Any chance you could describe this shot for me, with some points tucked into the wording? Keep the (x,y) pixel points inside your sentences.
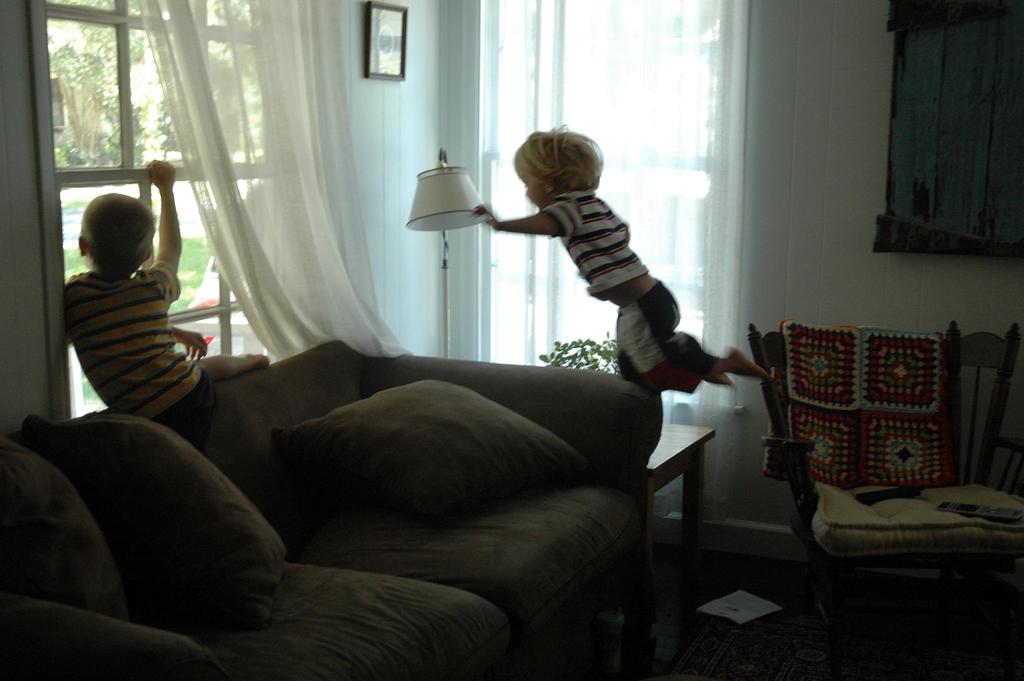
In this picture there are two children (600,204) those who are playing in the room (692,222) the one is sitting at the left side of the image (148,405) is watching outside from the window (124,169) and the other one is jumping on the sofa (594,375) inside the room (466,152), there is one portrait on the wall (398,121), there is a big window (132,126) at the left side of the image (236,343).
